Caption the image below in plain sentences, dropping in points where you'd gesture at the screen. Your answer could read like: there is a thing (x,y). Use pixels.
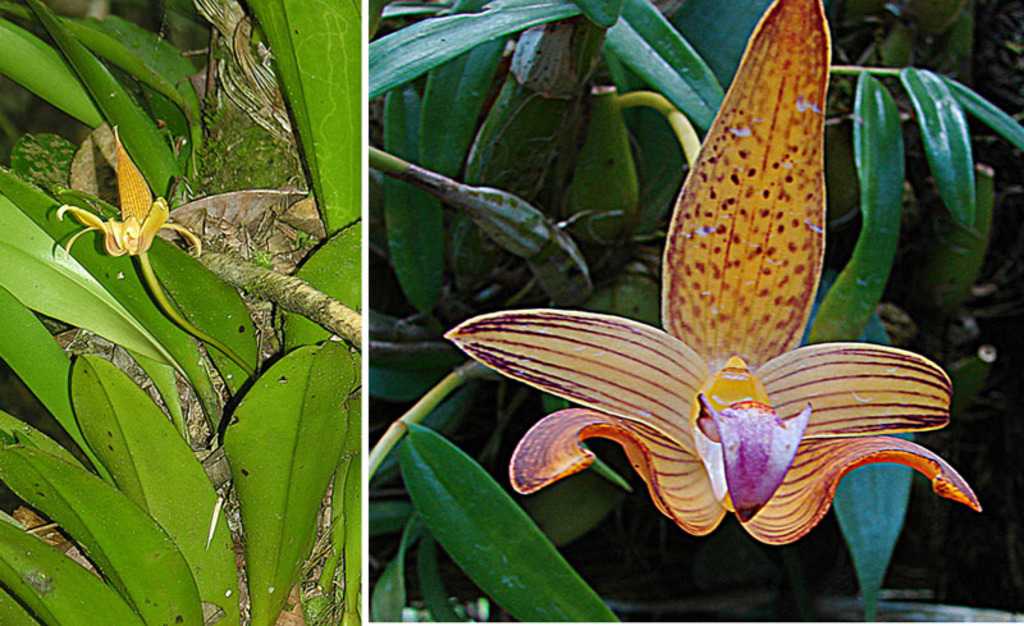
In the picture we can see two images, in the first image we can see leaves (197,309) and small flowers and in the second image we can see a dark green leaves (882,197) with a big flower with petals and some lines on it.
